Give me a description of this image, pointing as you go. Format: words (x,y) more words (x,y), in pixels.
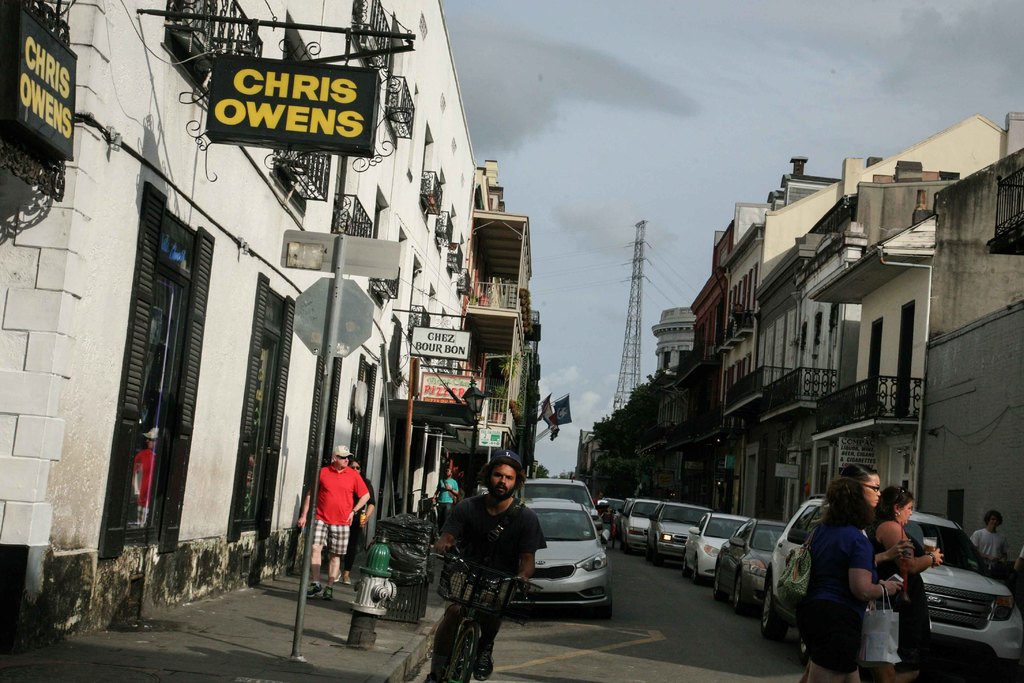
In the foreground of this picture (498,468), there is a man (495,557) on bicycle (487,585) moving on the road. We can also see the vehicles (581,509), building (801,456), poles (406,499) on either side of the road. There are three women (898,608) walking on the road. On the top (671,95), there is the sky (836,31) and the cloud (620,82).
